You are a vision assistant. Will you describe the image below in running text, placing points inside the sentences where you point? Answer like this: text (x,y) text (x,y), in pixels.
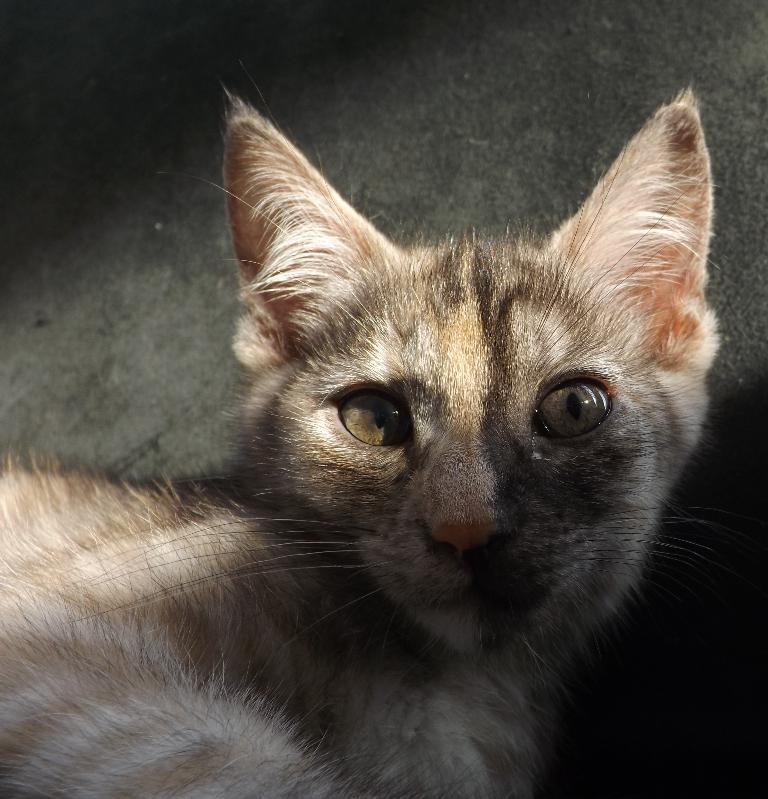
In this image I can see the cat (274,719) and the cat (436,653) is in brown and cream color.
